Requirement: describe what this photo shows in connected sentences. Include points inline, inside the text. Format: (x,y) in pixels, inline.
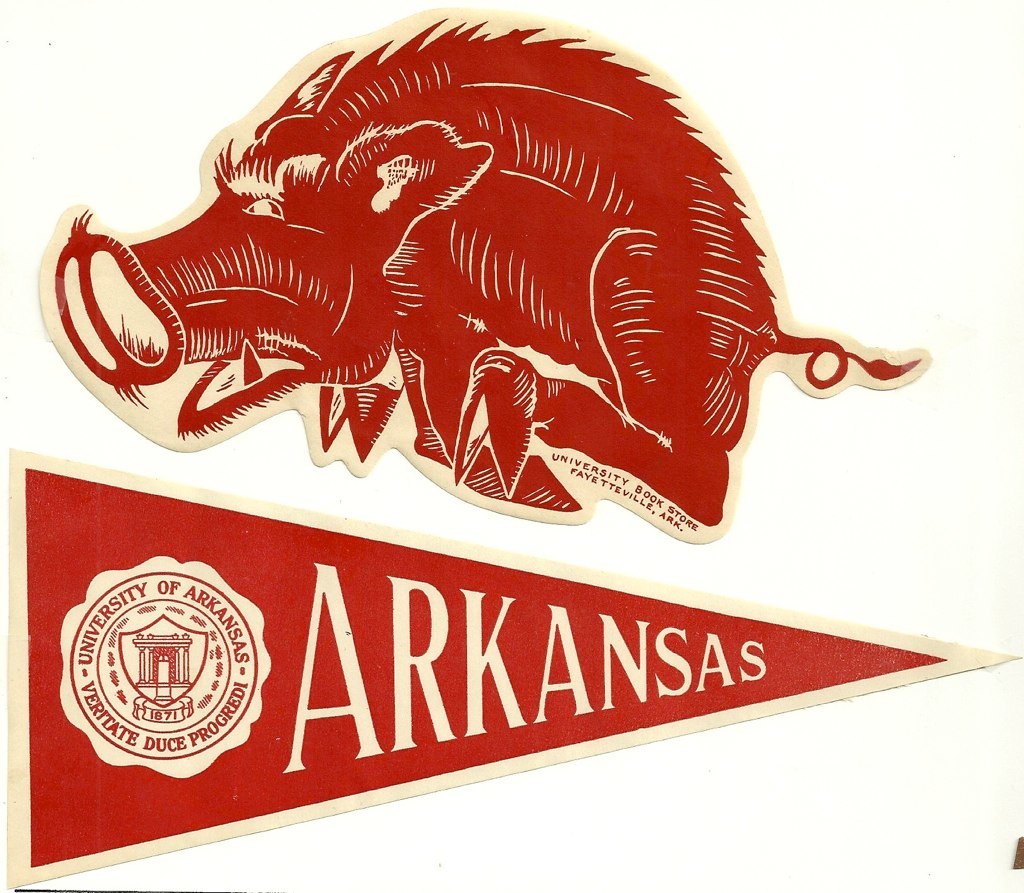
In this picture I can see couple of logos (423,387) and I can see text (396,585) and white color background (40,54).
